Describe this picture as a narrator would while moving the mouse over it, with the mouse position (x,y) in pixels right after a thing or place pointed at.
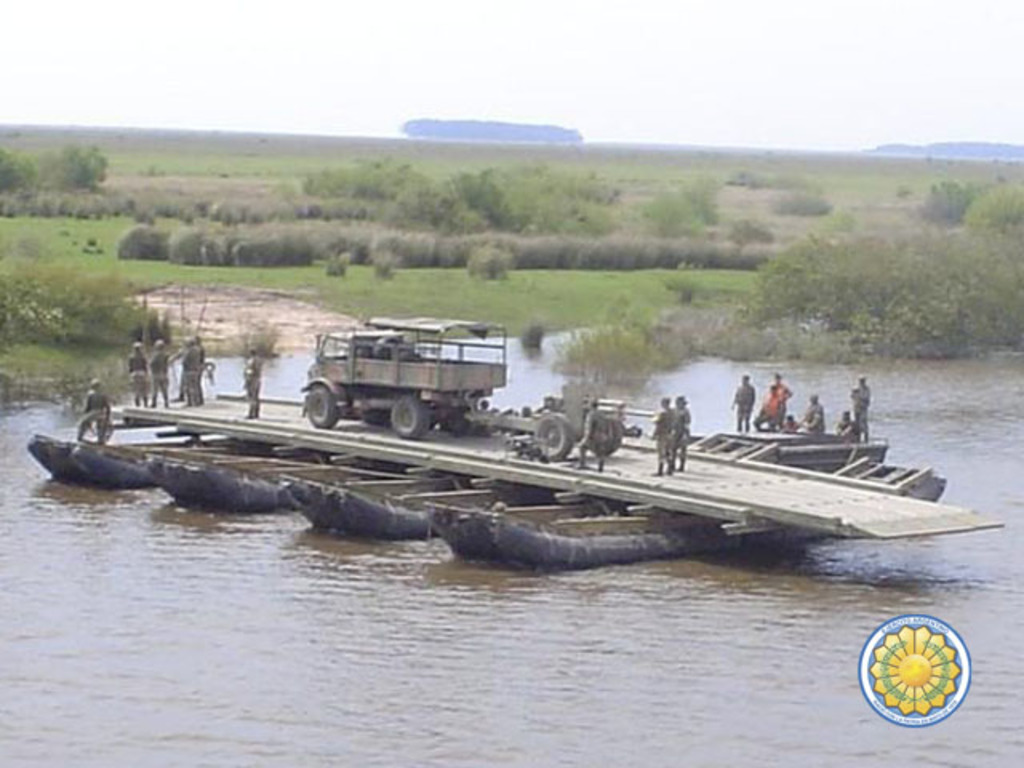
In this picture I can see there are four boats (774,534) sailing on the water (643,618) and there is a wooden plank (841,510) on the boats (531,502) and a truck (484,398) placed on it along with few people (588,436). In the backdrop (848,269) there are trees (613,340) and the sky (590,52) is clear.
